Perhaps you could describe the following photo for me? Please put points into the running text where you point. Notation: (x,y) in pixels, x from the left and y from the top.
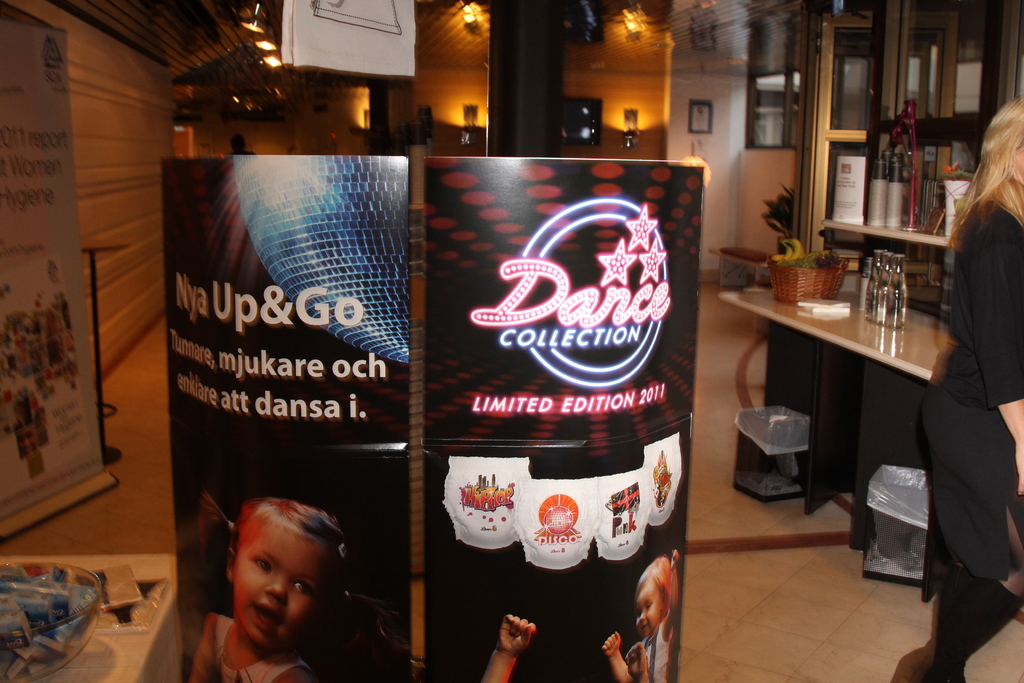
On the right side of the image (985,561) we can see a lady (976,328) walking. In the center (362,447) there are boards (373,459). On the left (152,559) there is a table (116,670) and we can see a bowl (82,639) and some things (108,607) placed on the table (128,634). In the background (799,306) there is a counter top (814,327) and we can see a basket (805,280) and bottles (895,285) placed on the countertop (846,329). There are bins (877,504). We can see cupboards (873,135). At the top (263,50) there are lights (634,30).
